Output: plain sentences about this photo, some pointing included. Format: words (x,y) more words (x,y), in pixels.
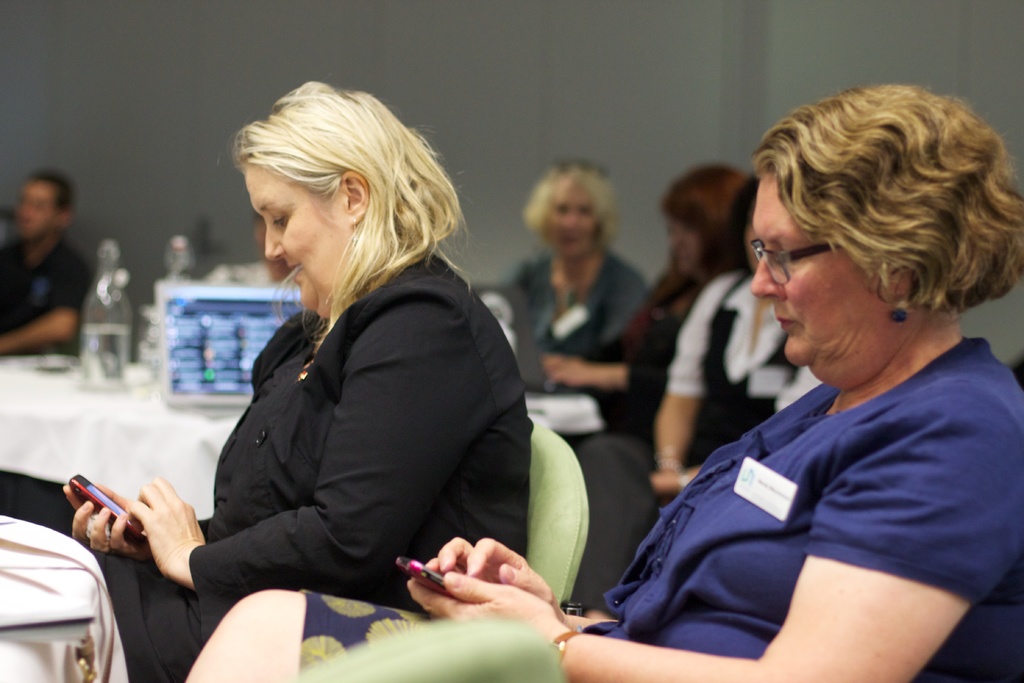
In this picture we can see a wall (201,86), and a woman (340,317) is sitting on a chair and holding a phone (106,505) in her hand (155,528), and beside her a woman (763,427) is sitting, and she is wearing a blue color dress (697,560), and here are group of people (604,281), and here is the laptop (204,318) on the table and water bottle (103,316) on it.
